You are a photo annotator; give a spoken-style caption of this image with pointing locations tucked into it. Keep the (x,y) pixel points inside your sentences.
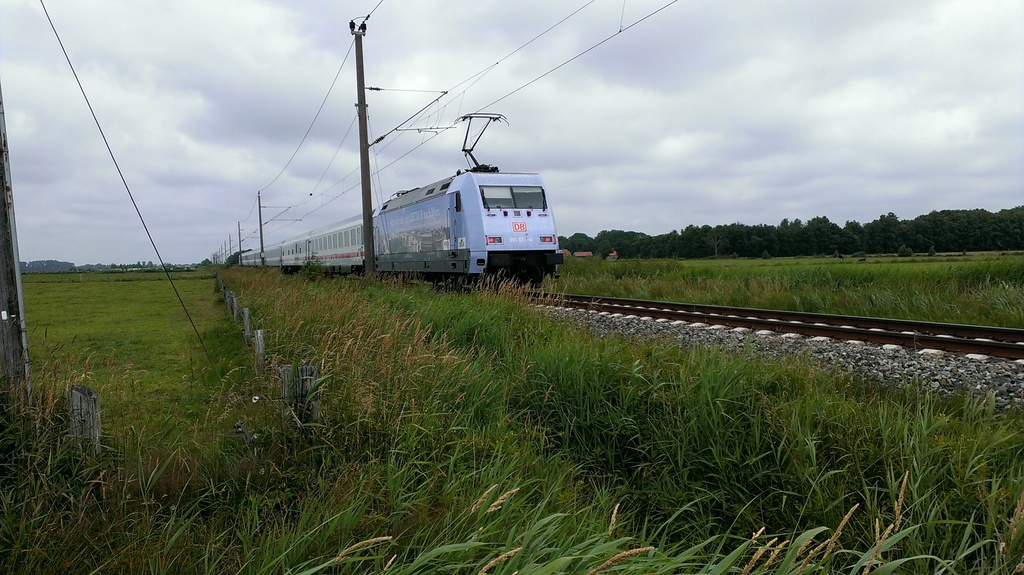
This picture is taken from outside of the city. In this image, in the middle (540,202), we can see a train (537,193) moving on the railway track (970,347). On the right side (989,255), we can see some trees (563,242) and plants (813,370), we can also see some houses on the right side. On the left side (44,362), we can see an electric pole (3,142), electric wire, wooden trunk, wooden poles (283,394), grass (288,363). In the middle of the image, we can see electric pole (357,35), electric wires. In the background (987,225), we can see some trees (977,234). At the top (107,117), we can see a sky (500,35) which is cloudy, at the bottom (1007,402), we can see some stones (958,362) on the railway track (911,349) and a grass (568,428).
